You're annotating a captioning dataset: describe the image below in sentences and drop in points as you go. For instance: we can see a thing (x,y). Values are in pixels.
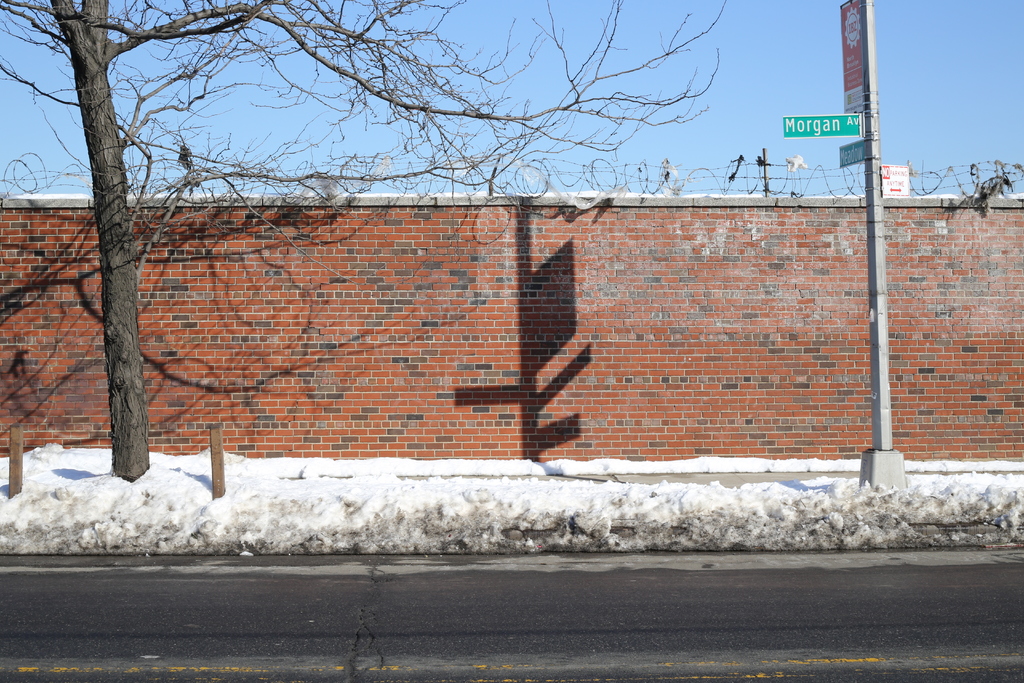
In this picture we can see the wall (416,300), above the brick wall (869,408) we can see steel wires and pipes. On the right (851,157) we can see advertisement board (849,75) & sign boards (854,135) on the pole (873,426). On the left (78,85) there is a tree (120,403). At the bottom (589,642) there is a road (655,585), beside that we can see the snow (558,516). At the top (583,106) there is a sky (651,171).
